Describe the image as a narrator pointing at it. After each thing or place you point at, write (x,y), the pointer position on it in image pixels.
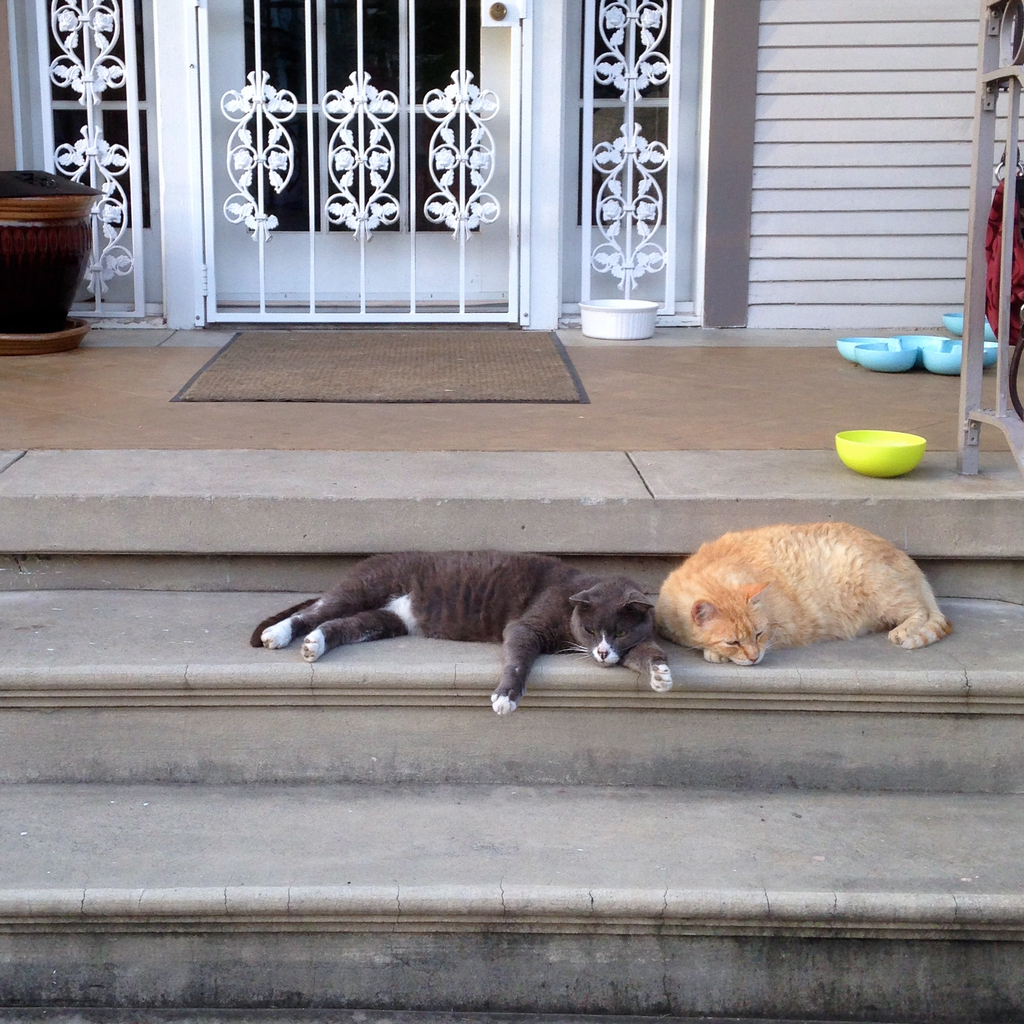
Here in this picture we can see a couple of cats (551,619) laying on the steps (387,714) and behind that we can see a floor mat (513,398) and some bowls (858,452) present on the floor (707,396) and we can also see a door (232,249) present and on the left side (86,197) we can see a plant pot (67,220) present.
